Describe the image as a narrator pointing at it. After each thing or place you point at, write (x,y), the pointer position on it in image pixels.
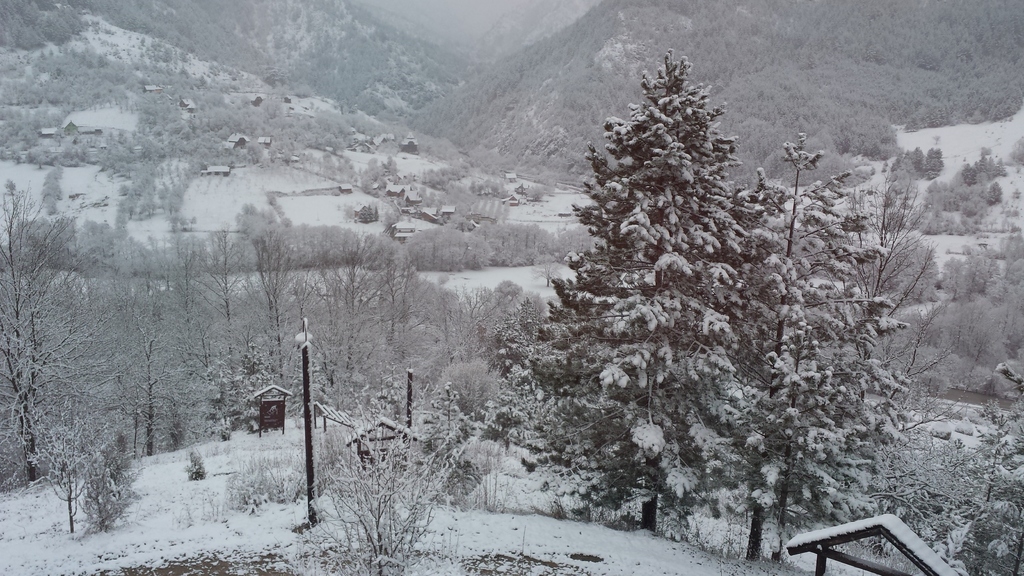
In the image we can see there is a ground (45,546) covered with snow (496,478) and there are lot of trees (596,393) covered with snow (555,238). There are iron poles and behind there are hills (136,169). There are lot of trees (794,75) on the hills (419,114) covered with snow (332,175).
